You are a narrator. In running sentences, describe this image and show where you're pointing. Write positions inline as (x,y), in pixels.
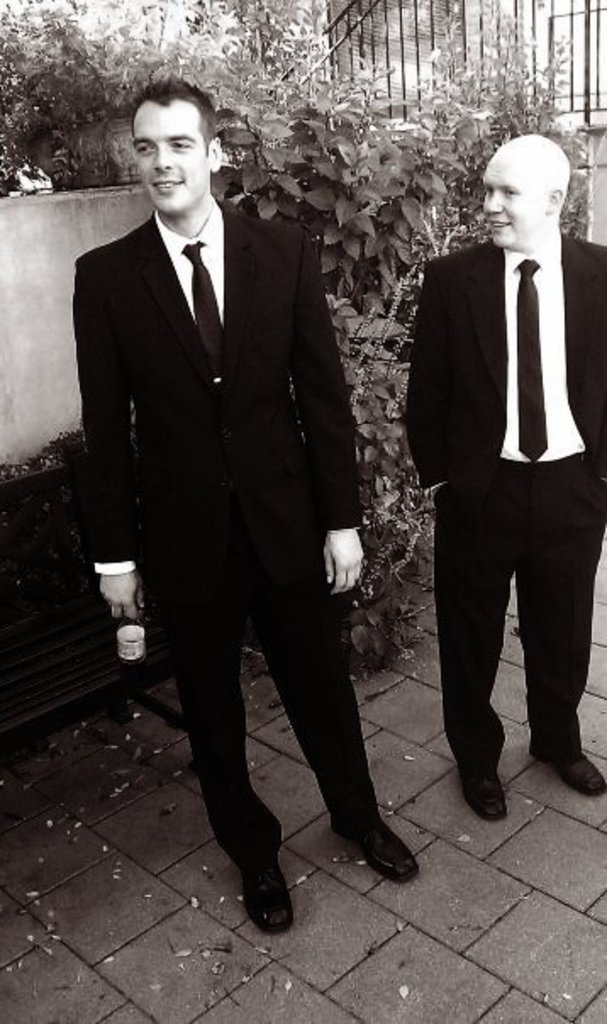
This is a black and white image which is clicked outside. In the center (207,462) we can see the two persons (430,374) wearing suits (320,409) and standing on the ground (552,847). In the background (475,80) we can see the plants (365,147) and a wall (17,369) and some other objects (347,38) and a bench (89,704).
